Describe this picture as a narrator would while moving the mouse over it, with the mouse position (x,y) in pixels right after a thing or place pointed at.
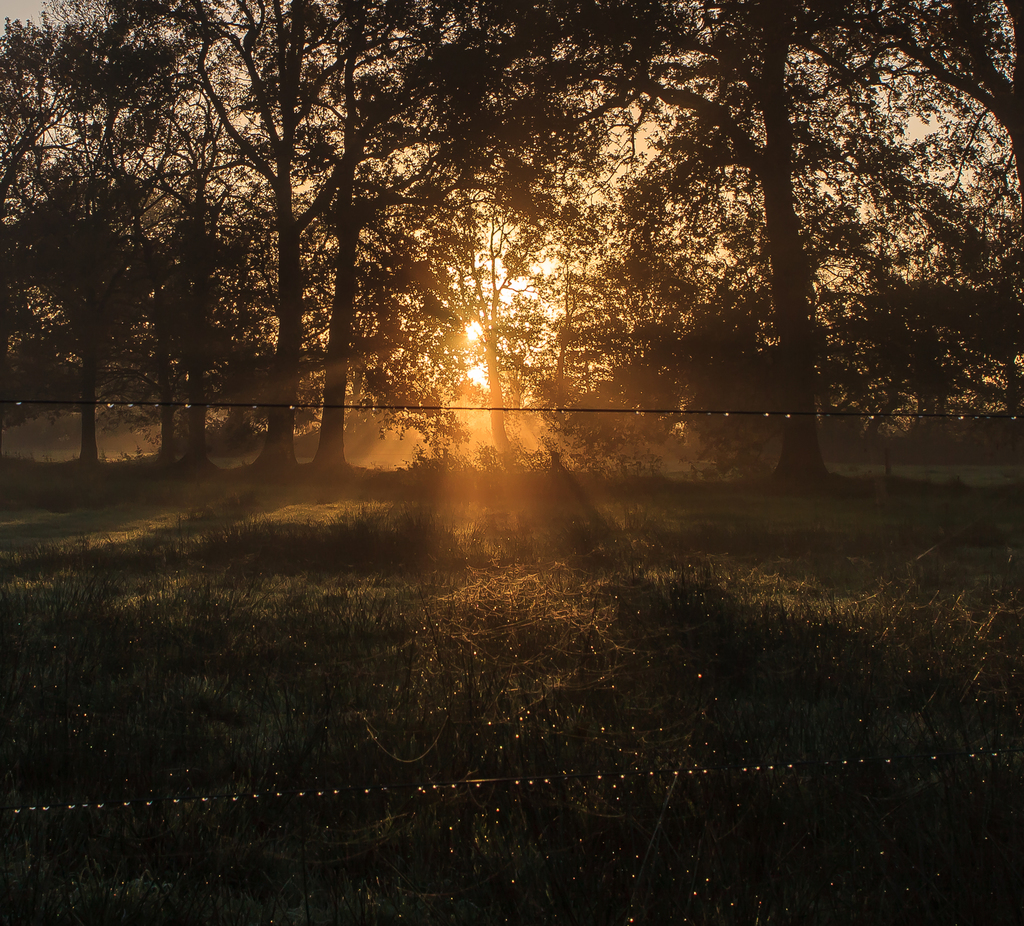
In this image we can see some trees (447,348), wires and grass (479,557), in the background (409,148), we can see the sun set (532,273) and the sky (234,193).
